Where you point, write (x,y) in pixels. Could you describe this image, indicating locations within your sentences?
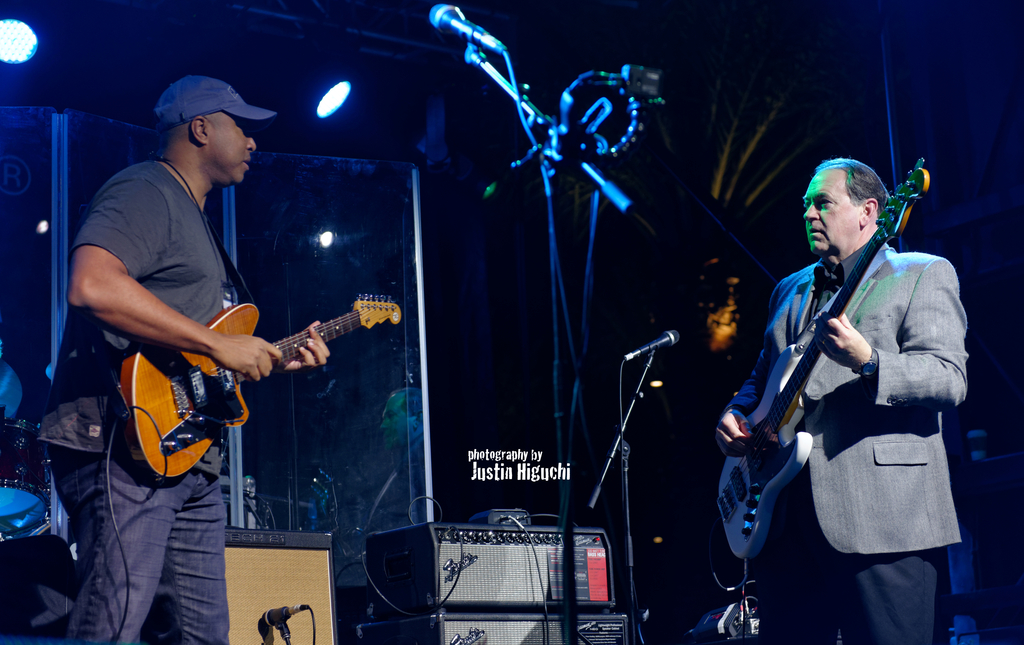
These are the two people (193,239) standing and playing guitars (779,450). These are the mike (668,341) attached to their mic stands (551,169). This look like some electronic device (532,604). This is a kind of object (300,581). At background (339,106) i can see show lights (339,87) at the top (29,52). At the left side of the image (33,501) this looks like a drum (29,463), and this looks like a mirror (294,264) with the reflection (395,437) of the person (408,430).
